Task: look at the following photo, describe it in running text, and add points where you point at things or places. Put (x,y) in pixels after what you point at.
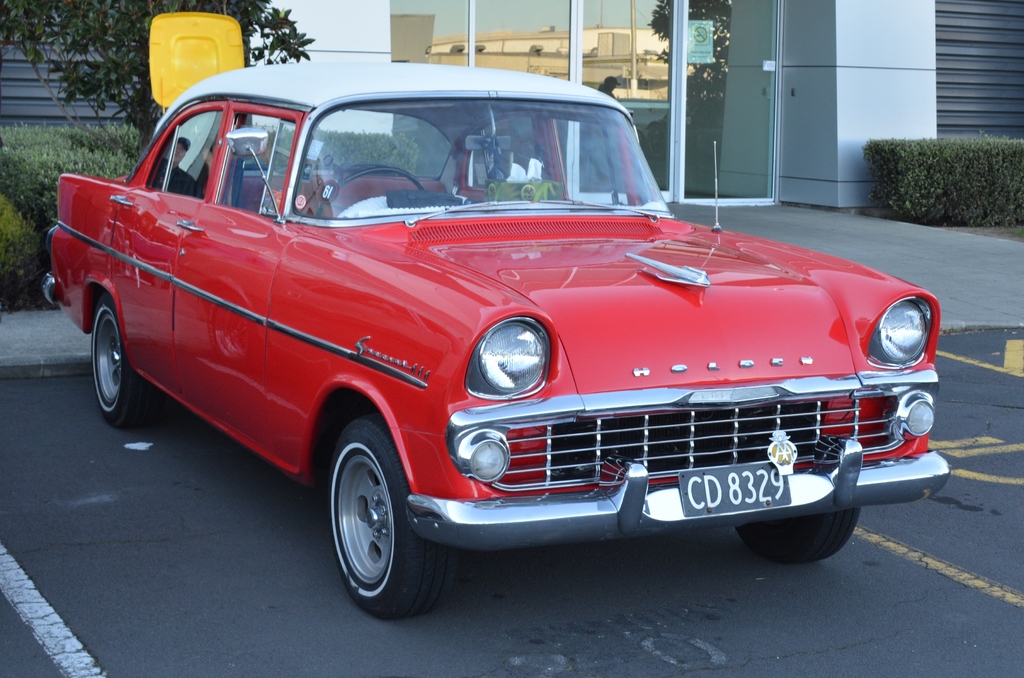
This picture is clicked outside. In the center (556,284) there is a red color car (687,310) parked on the ground (448,597). In the background (937,153) we can see the building (863,8), glass doors (686,60), shrubs (902,175) and plants (128,23) and we can see the reflection (730,24) of some objects (667,65) on the glass doors (701,107). On the right corner (975,93) there is a shutter (952,92).
